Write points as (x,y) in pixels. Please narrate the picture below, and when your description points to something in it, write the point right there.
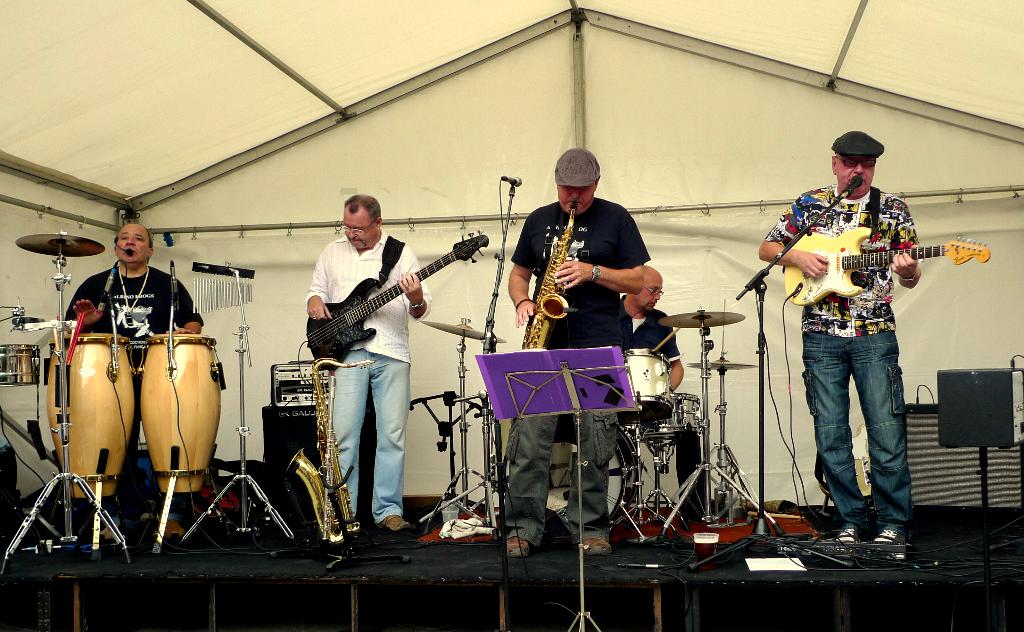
In the image there are few people (582,318) on the stage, they are playing different music instruments (78,382) and around them there are some musical equipment (590,370).
